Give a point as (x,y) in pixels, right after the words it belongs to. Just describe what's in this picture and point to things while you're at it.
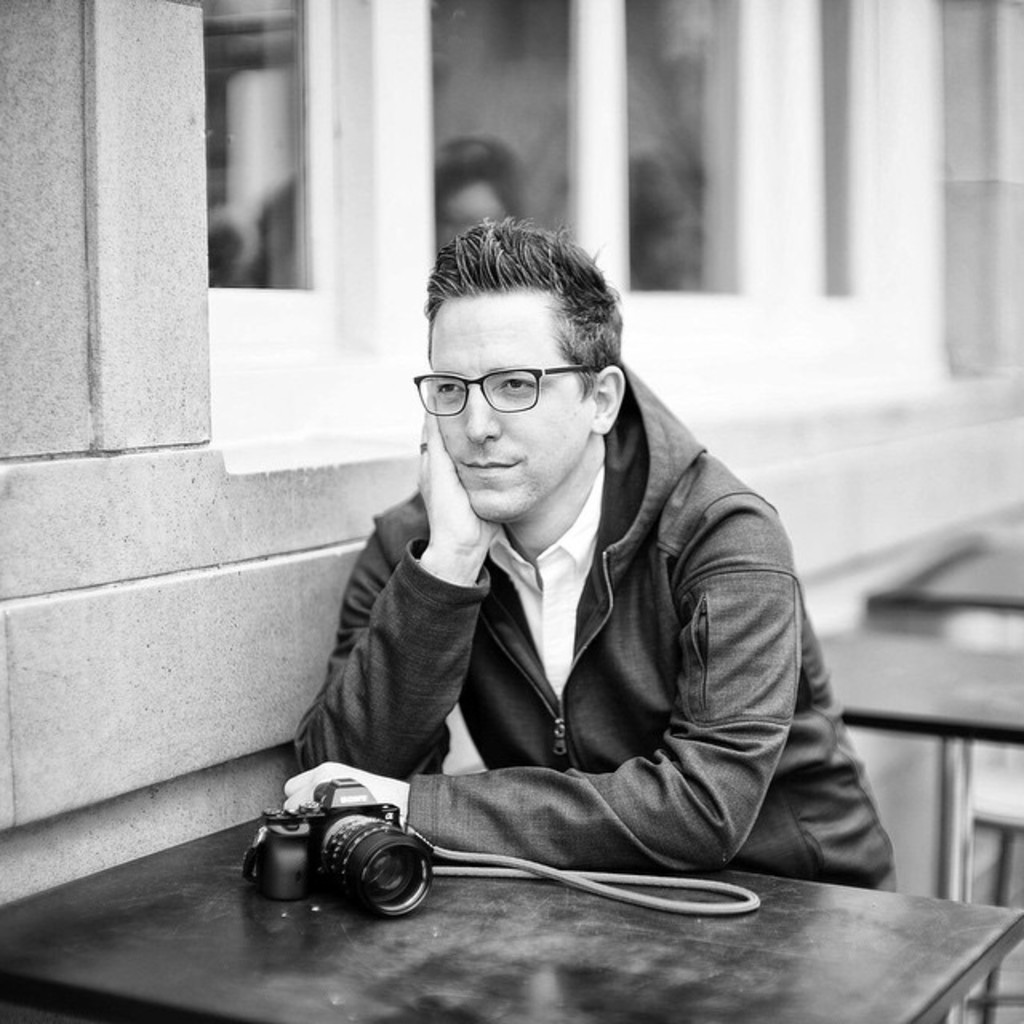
This is a black and white image. We can see a person (678,751) sitting. We can also see some tables (862,922) and a camera (341,820). Behind the person (716,613), we can see a wall (66,700) and a window (358,355).
